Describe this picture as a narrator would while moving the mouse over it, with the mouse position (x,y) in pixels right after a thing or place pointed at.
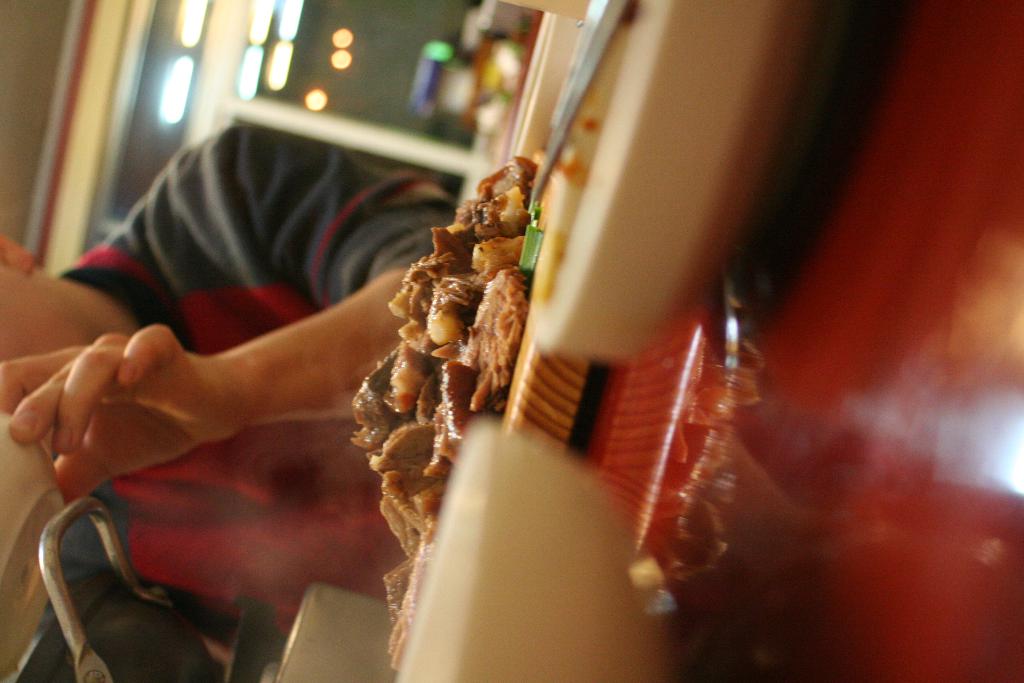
In this picture we can see a man (285,374), he is seated on the chair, and he is holding a bowl (34,483), in front of him we can see food (439,433) on the table (592,397), in the background (288,31) we can find few lights (280,53).
